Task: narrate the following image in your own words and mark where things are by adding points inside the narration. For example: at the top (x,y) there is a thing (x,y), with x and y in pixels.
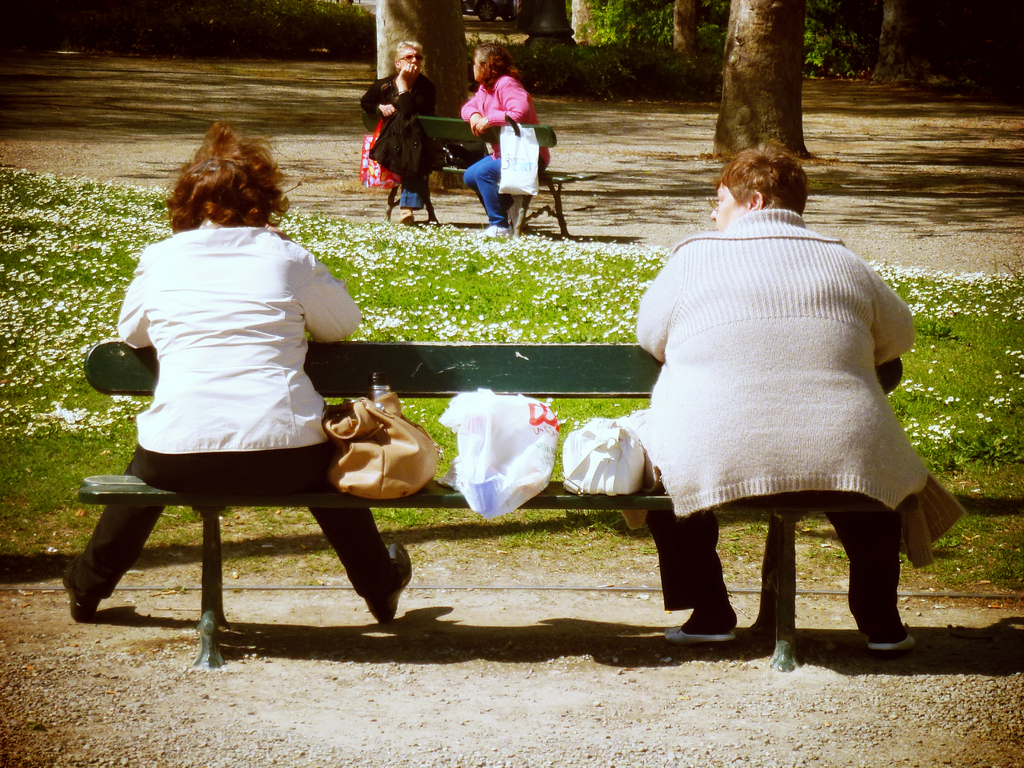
2 people (269,327) are sitting on the bench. in between them there are covers (491,457). at the back (481,295) there are grass (423,294). behind the grass (417,249) there is another bench (444,130), more 2 people (500,114) are sitting on it. at the back (439,60) there are many trees (444,34).
